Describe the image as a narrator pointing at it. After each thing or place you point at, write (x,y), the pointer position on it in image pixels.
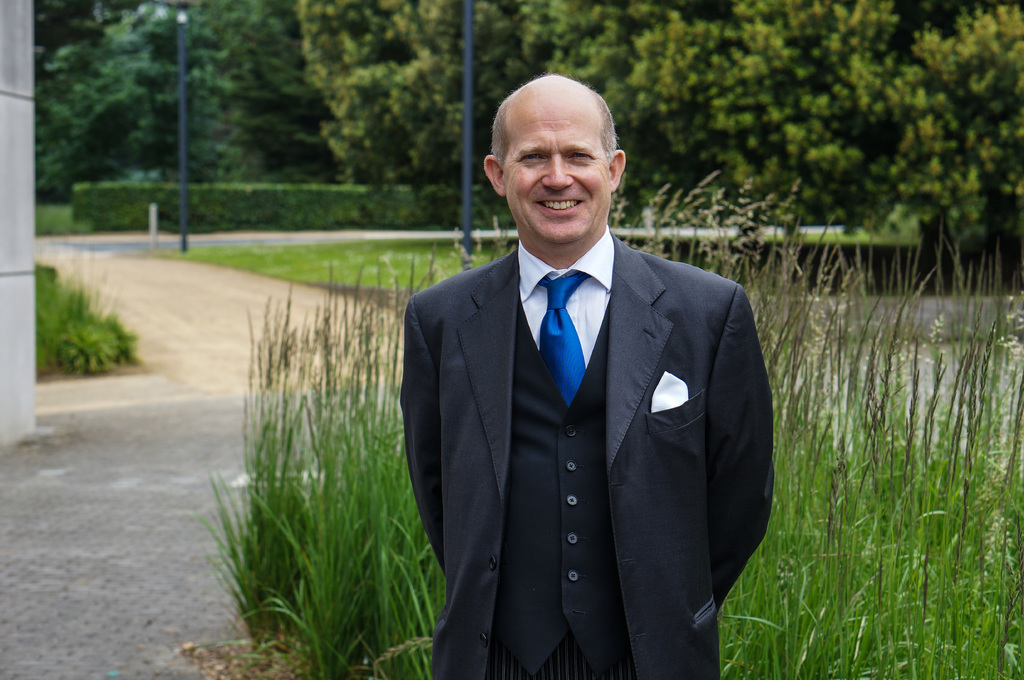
In this image we can see a man (549,518) standing and smiling. In the background (498,77) there are trees (776,83), bushes (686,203), poles (185,240), roads (282,239) and grass (306,547).
